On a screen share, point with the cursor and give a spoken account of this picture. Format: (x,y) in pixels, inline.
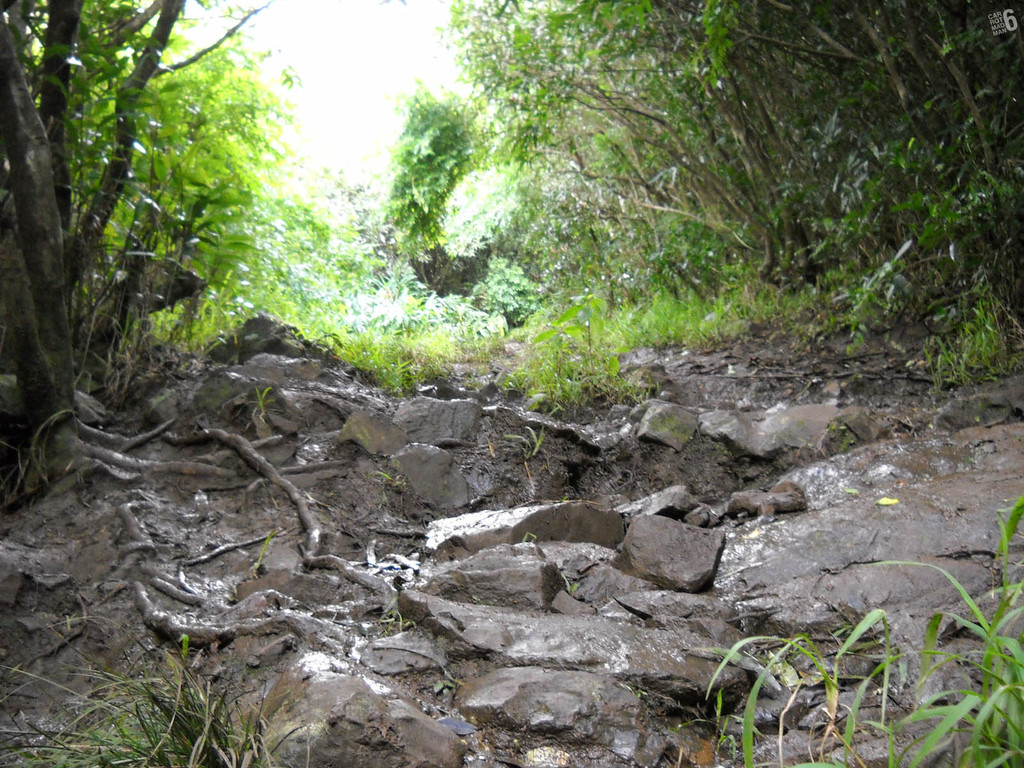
In this image we can see some trees (161,278), stones (665,530) and grass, in the background (372,62) we can see the sky (401,60).
